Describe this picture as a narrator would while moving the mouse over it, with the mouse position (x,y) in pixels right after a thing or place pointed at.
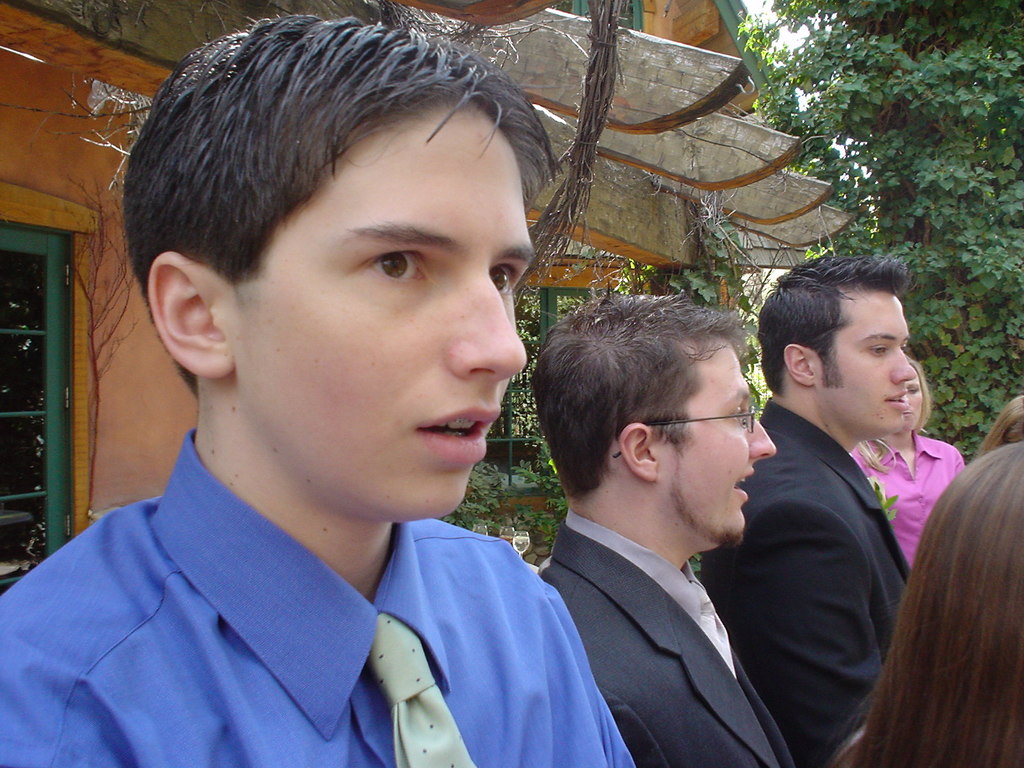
This image is taken outdoors. In the background (129,390) there is a house (95,24) with a wall (133,349), a window (24,330) and a roof (535,60). There are many trees (928,224) and plants (874,189) on the ground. On the left side of the image (258,403) there is a boy (416,691). On the right side of the image (961,509) there are a few people (766,595) standing on the ground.
